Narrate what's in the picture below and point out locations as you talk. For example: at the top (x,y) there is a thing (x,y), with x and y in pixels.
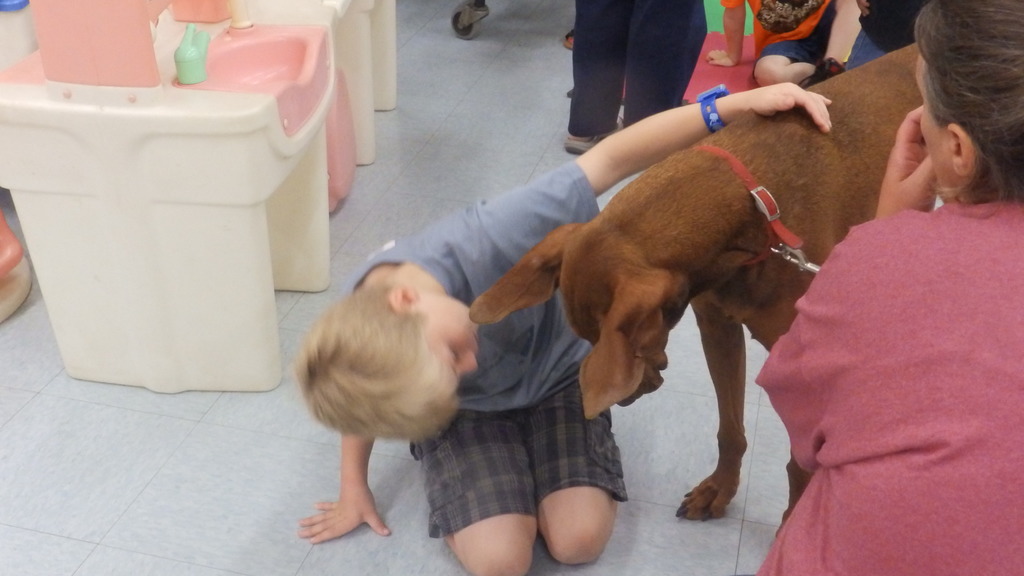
In this picture we can see boy (652,140) keeping his hand (765,93) on dog (837,90) and in the background (654,94) we can see some more persons (640,28), floor (465,86) and here it is plastic table (233,132) or sink (226,50).
